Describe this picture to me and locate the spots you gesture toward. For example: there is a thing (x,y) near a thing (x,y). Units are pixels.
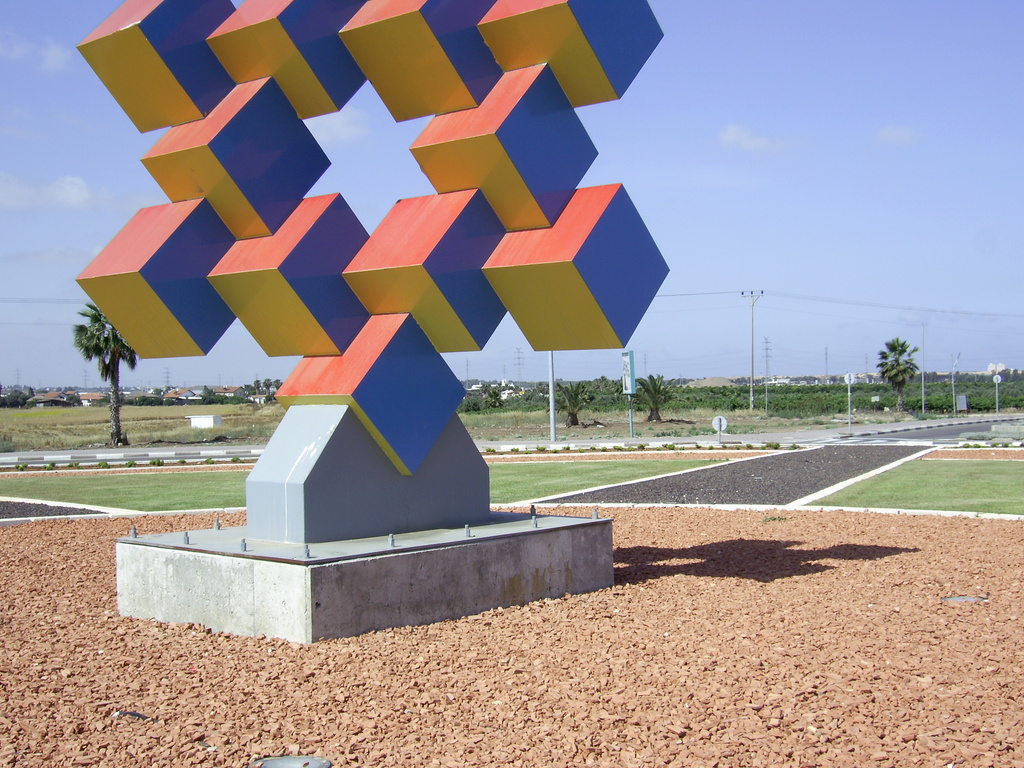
In this image we can see architecture (313,382) on a platform (293,566) on the ground (121,469). We can see grass (120,485) on the ground (87,605) and other objects (307,758). In the background (496,445) we can see poles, trees (904,387), road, houses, hoarding board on a pole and clouds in the sky (724,194).
